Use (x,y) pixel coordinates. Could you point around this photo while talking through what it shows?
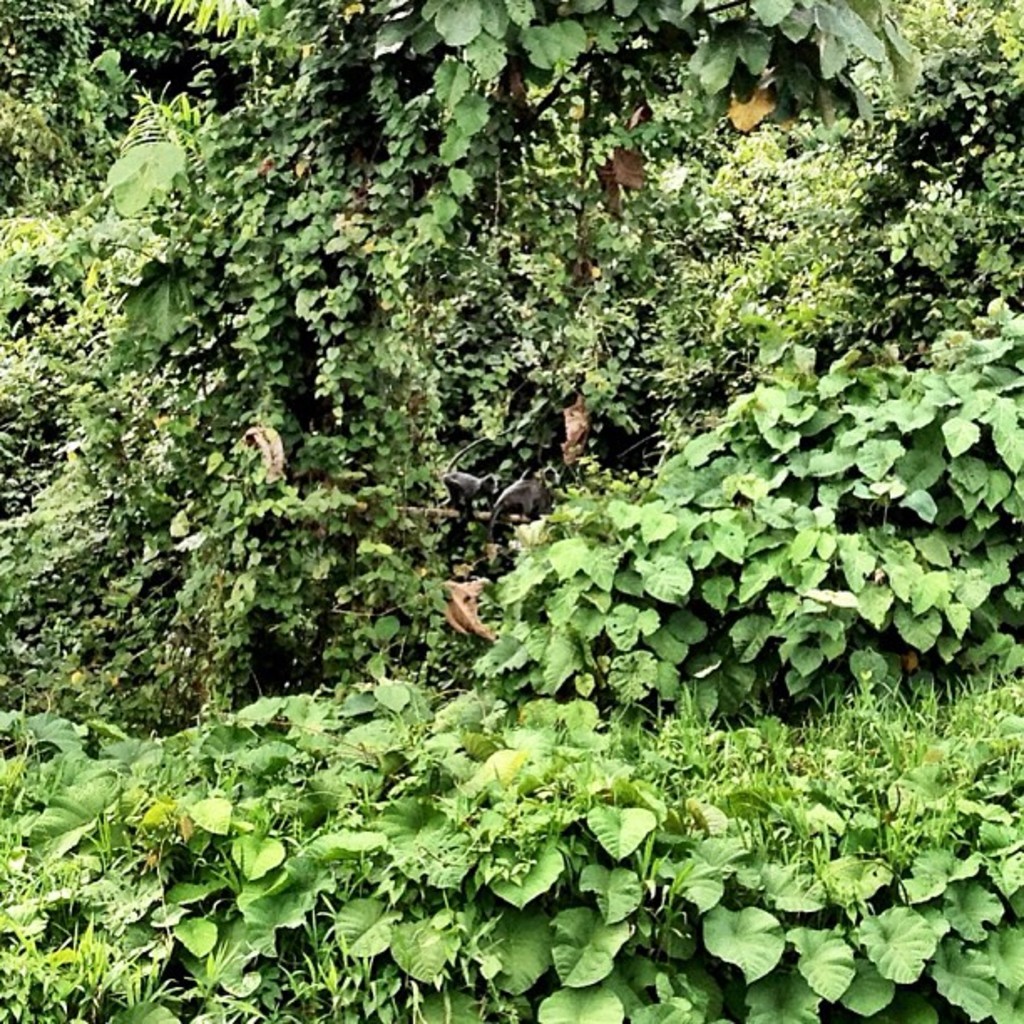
In this image we can see plants (400,223) and trees (322,607).
